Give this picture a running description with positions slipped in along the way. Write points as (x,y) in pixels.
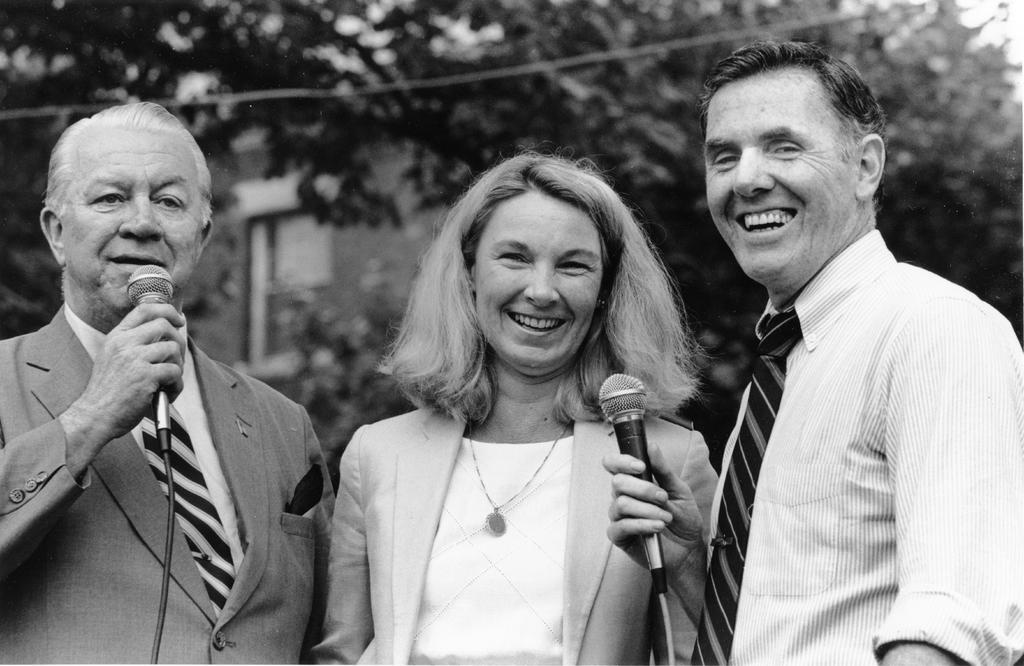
As we can see in the image there are trees (355,37), building (327,278) and three people (375,523). Two of them are holding mics (635,417).
